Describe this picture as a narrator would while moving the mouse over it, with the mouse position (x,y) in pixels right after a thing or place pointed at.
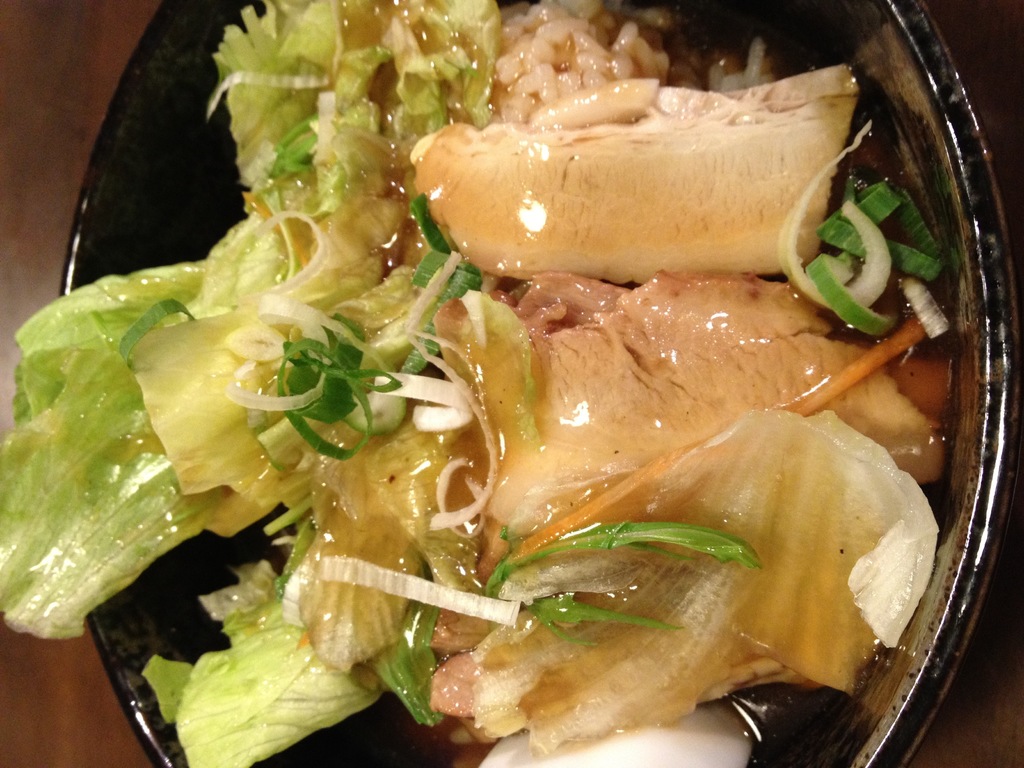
In this picture I can observe some food (292,365) in the black color bowl (207,160). The food (654,265) is in cream and green colors. The bowl (270,545) is placed on the brown color table (102,54).
